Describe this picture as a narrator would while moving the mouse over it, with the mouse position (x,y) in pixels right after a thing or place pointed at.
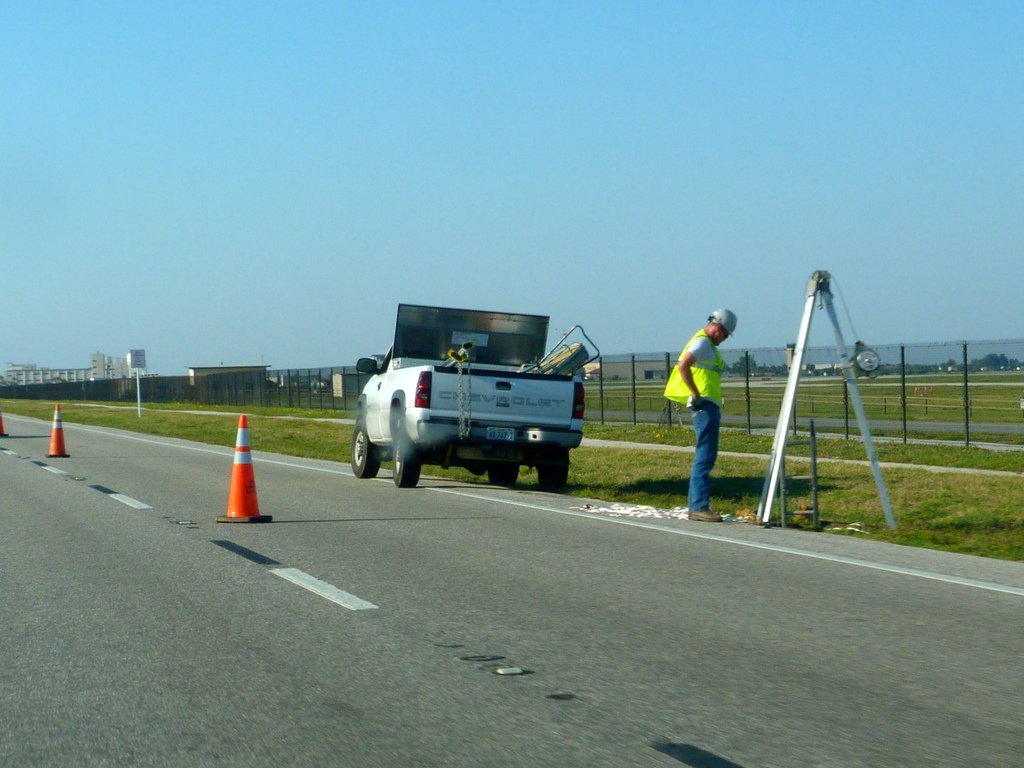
In the image there is a road (474,573) in the foreground (255,522) and on the road (217,494) there traffic cones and a vehicle (541,425), behind the vehicle (573,383) there is a man (683,389) standing and in front of him there is some object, in the background (658,432) there is a grass surface (101,414) and a building (32,371).
